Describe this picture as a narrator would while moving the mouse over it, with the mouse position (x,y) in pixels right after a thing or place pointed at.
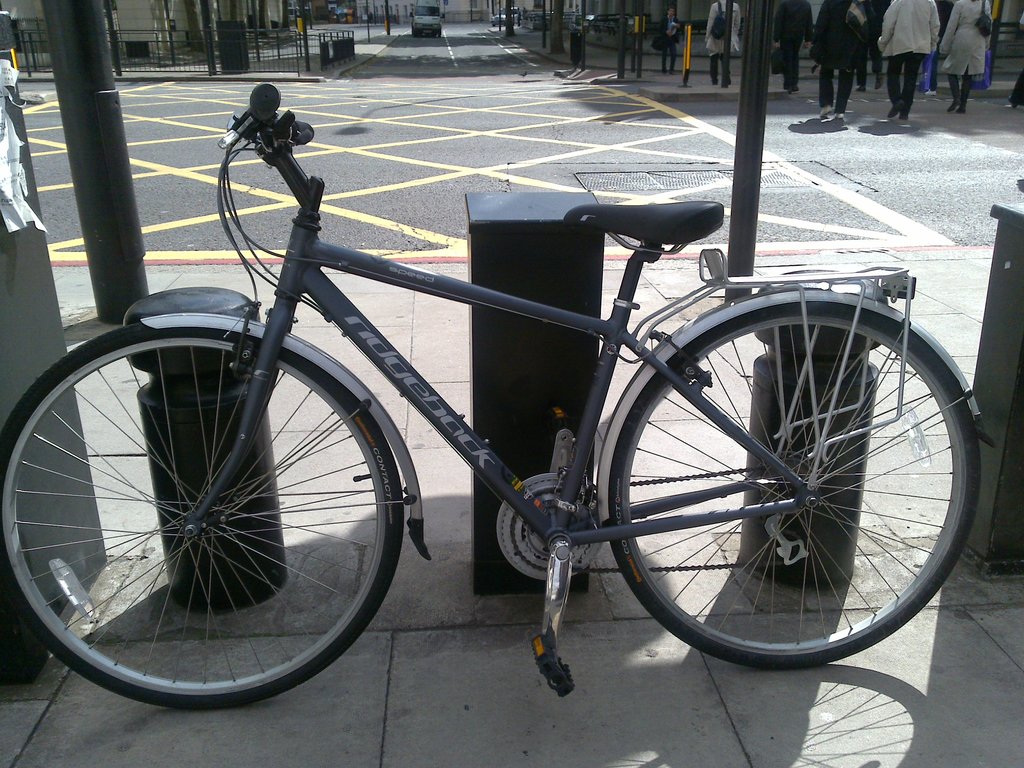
In front of the image there is a bicycle (608,478), behind the bicycle (143,328) there are metal rods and poles (172,345), in front of that there is a vehicle (430,9) on the road (493,121), besides the road (411,63) there are a few pedestrians (718,7) walking and there are metal rod fence (257,43), trash cans (243,65), traffic lights (297,24) and buildings (404,13).
